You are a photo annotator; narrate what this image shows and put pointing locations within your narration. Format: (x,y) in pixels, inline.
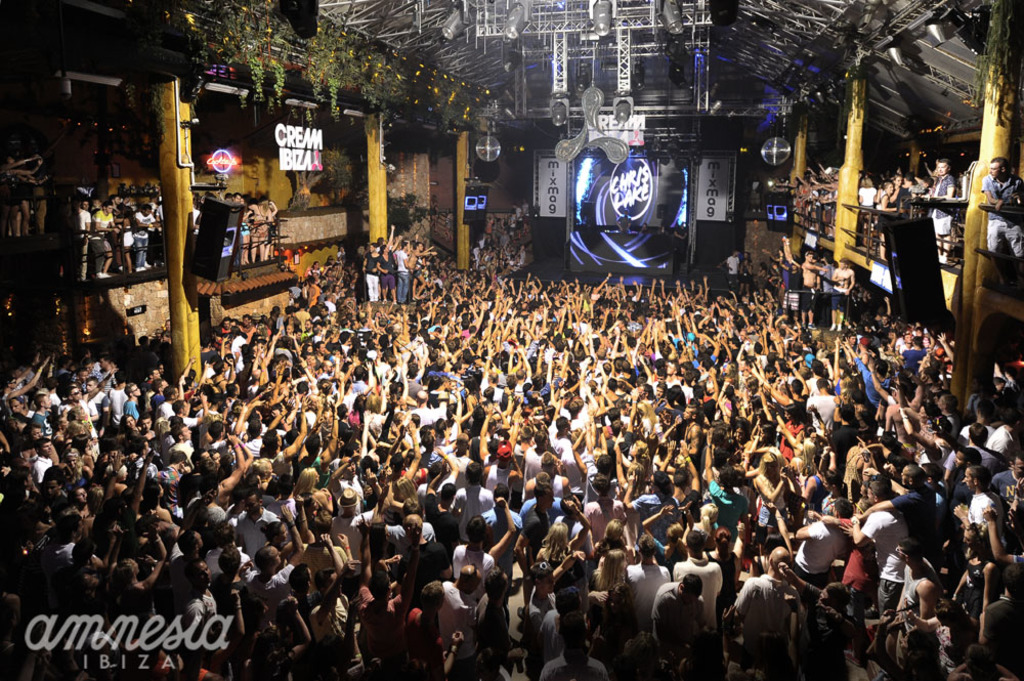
In this image I can see a crowd (330,371) of people (481,517). In the background (565,269) there is a stage (632,264). Everyone is raising their hands (554,405) up and it seems like they are dancing. On the right (865,142) and left side of the image (106,202) I can see some pillars (841,190) and also few people (920,182) are standing. On the top of the image (608,24) I can see some lights (452,35).
